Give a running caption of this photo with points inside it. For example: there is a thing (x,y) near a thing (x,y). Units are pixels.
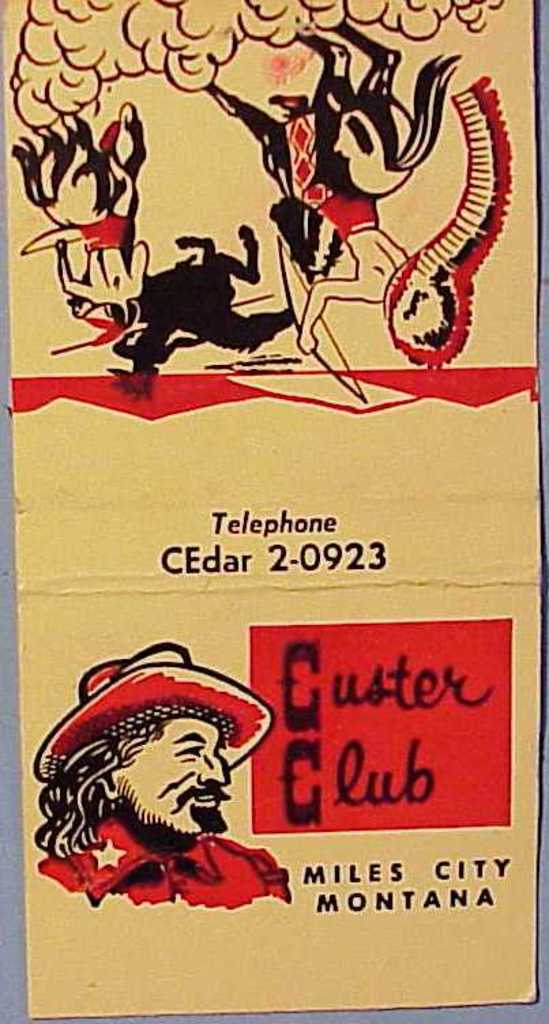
In this image we can see a card (186,145) on which several paintings (214,364) and some text (336,909) are present.
